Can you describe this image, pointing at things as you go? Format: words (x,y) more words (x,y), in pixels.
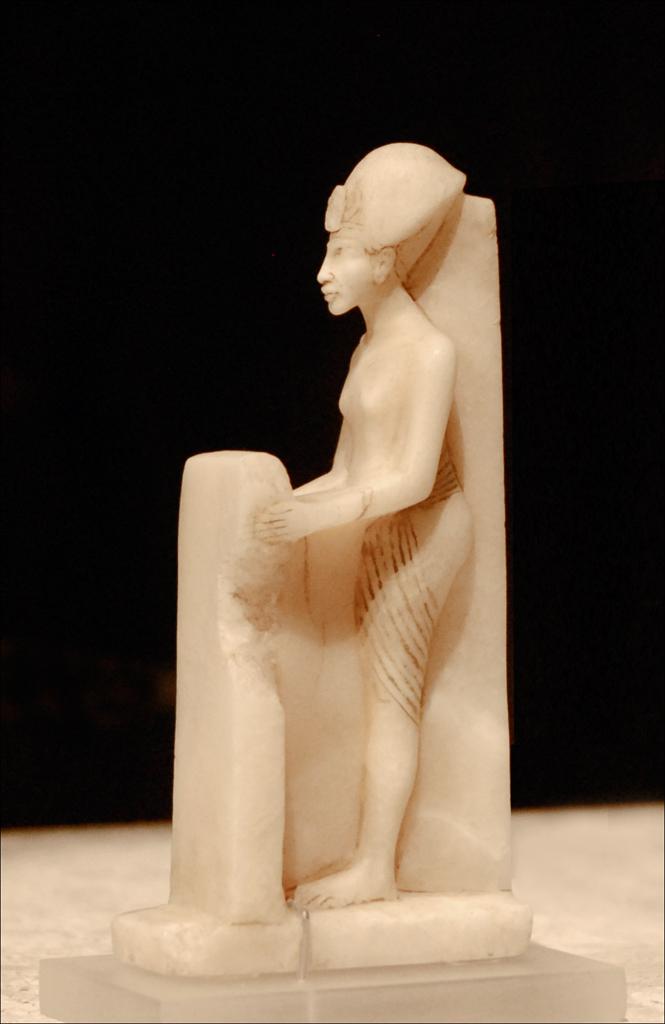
In this picture I can see there is a statue (180,869) and it is made of a marble stone (381,732). This statue (425,427) is of a man (372,508), he is holding a object (246,911) and it is placed on a white surface (93,890). The backdrop (616,322) is dark.
